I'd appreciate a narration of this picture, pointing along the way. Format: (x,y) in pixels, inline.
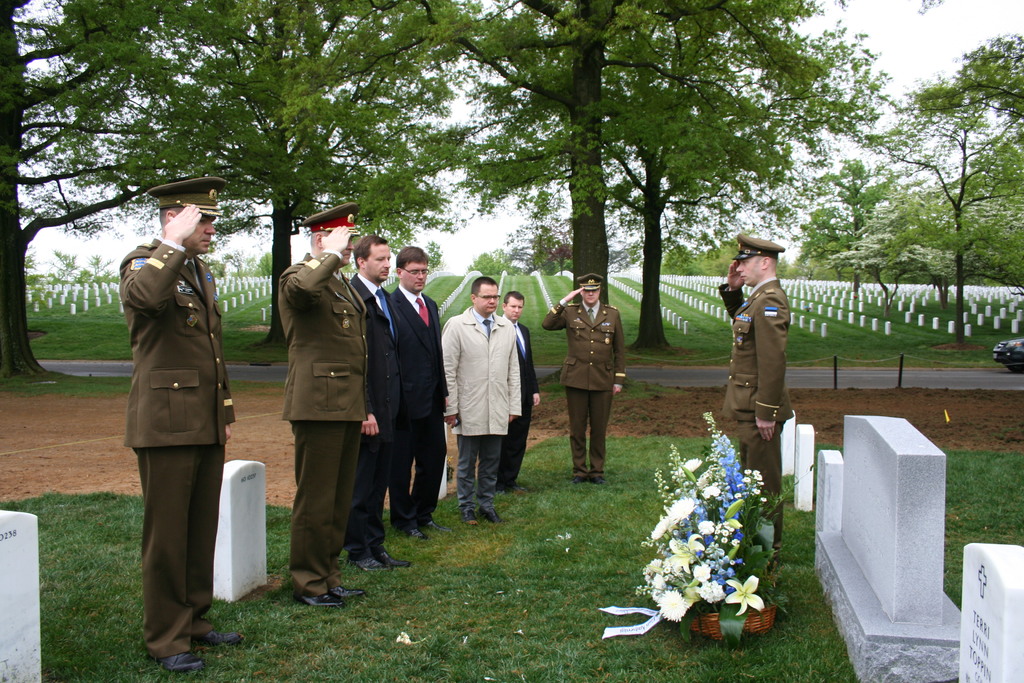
In this picture I can see group of men (457,356) are standing on the ground (467,617). Some of them are wearing uniforms (157,386). On the ground (765,633) I can see flowers (712,597), grass (493,616) and grave stones (817,504). In the background (485,141) I can see graves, trees (485,148) and sky (460,118). On the right side (1022,360) I can see vehicle (1012,361) on the road (894,385).
